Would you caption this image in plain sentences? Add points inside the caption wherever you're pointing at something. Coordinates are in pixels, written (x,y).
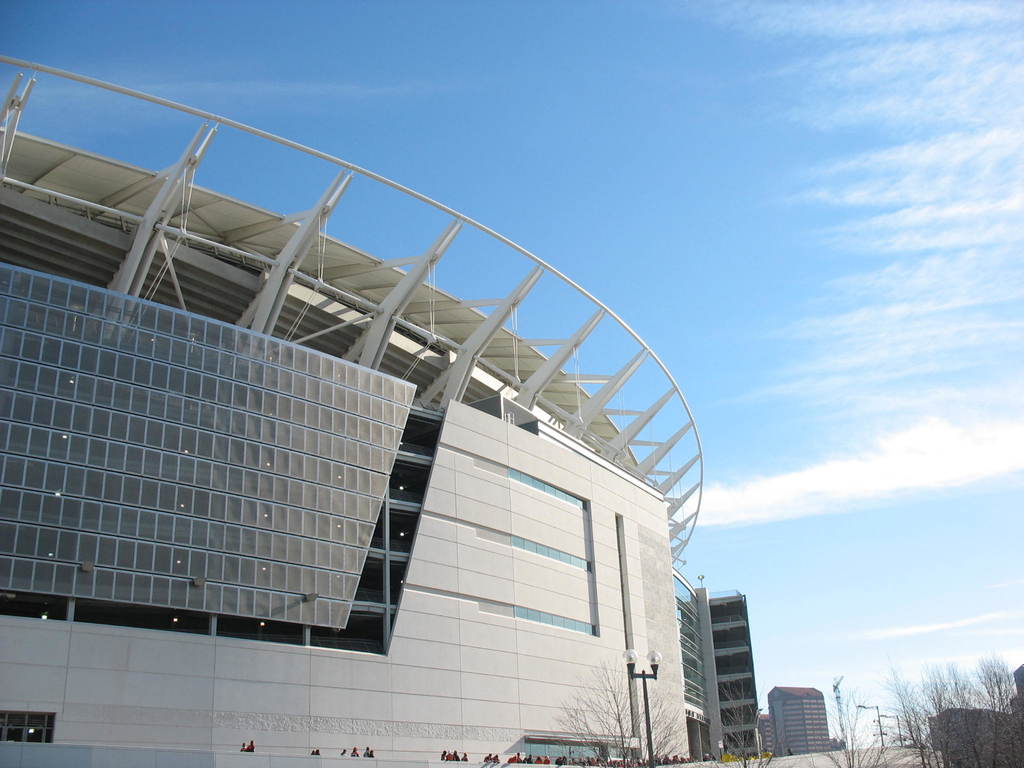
This picture is clicked outside the city. At the bottom (840,723), we see the trees (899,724), street lights (654,668) and the poles (647,708). We see the people (453,757) are standing. On the left side (313,435), we see a building (424,573) in white color and it has the railing (506,383). There are trees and the buildings (814,707) in the background (814,707). At the top (652,191), we see the sky (709,225) and the clouds (850,354).
